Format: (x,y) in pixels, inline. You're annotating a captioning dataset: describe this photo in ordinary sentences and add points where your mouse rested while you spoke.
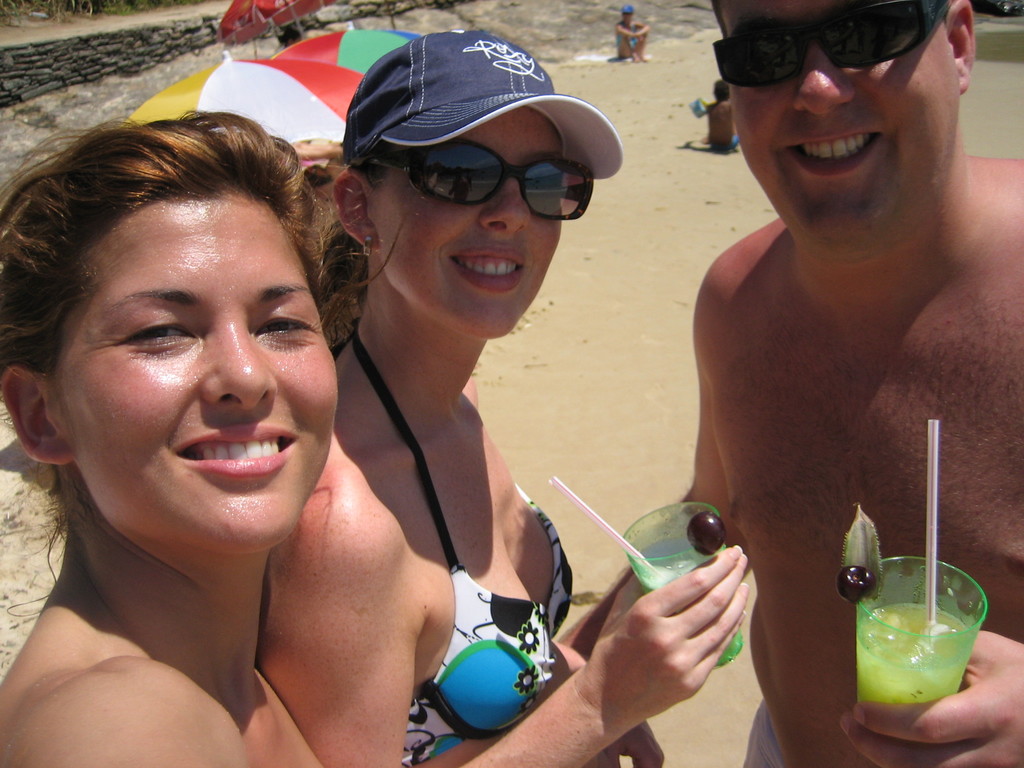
The picture is taken in a beach (633,170). In the foreground of the picture (759,420) there are two women (338,493) and a man (869,477), behind them, they are umbrellas (308,61), sand (612,74) and people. At the top left (96,40) there is a wall (114,45) and a path (60,28). Sky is sunny.
